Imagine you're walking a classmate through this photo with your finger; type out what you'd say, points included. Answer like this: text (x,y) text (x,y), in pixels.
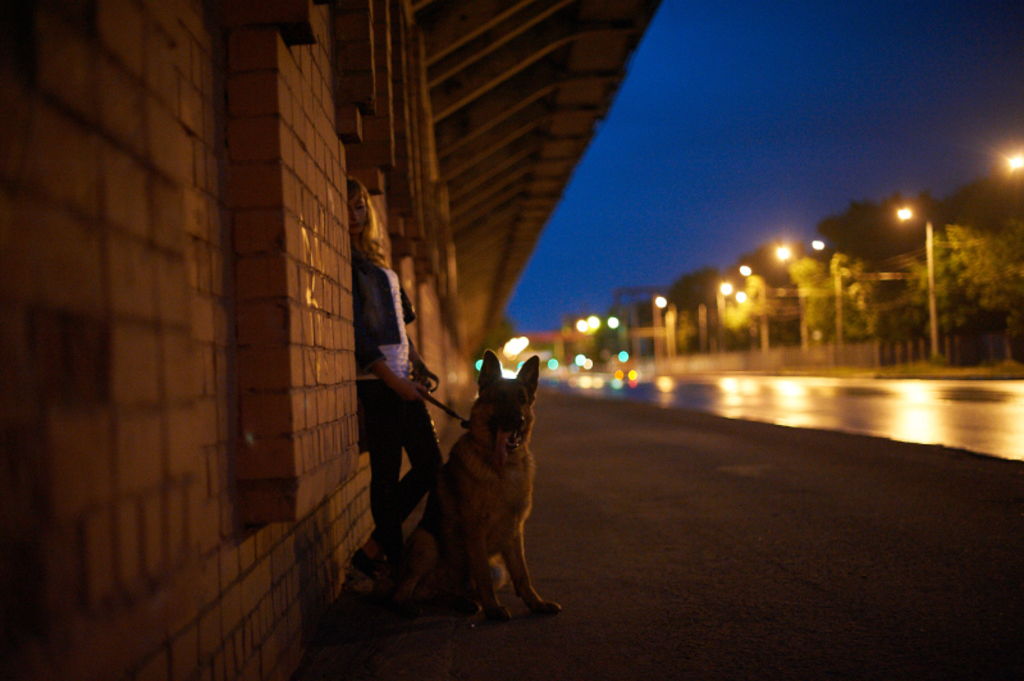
In this image we can see a person (410,413) and a dog (468,491) near the building (288,284) and the person (402,386) is holding dog leash (444,410), there are few light poles (802,302), trees (953,292) and the sky (670,233) in the background (679,173).
